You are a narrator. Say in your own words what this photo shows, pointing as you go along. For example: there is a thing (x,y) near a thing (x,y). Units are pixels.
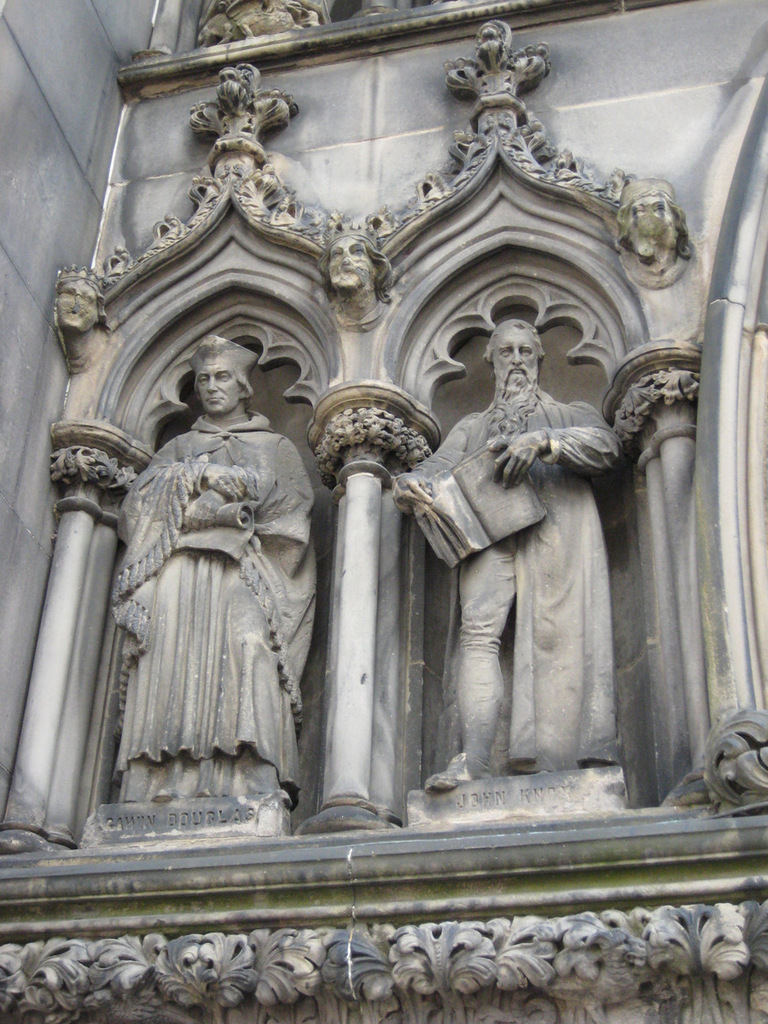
In this image, we can see two carved statues (176,788) and we can see arches (194,311) on the wall (718,159).
